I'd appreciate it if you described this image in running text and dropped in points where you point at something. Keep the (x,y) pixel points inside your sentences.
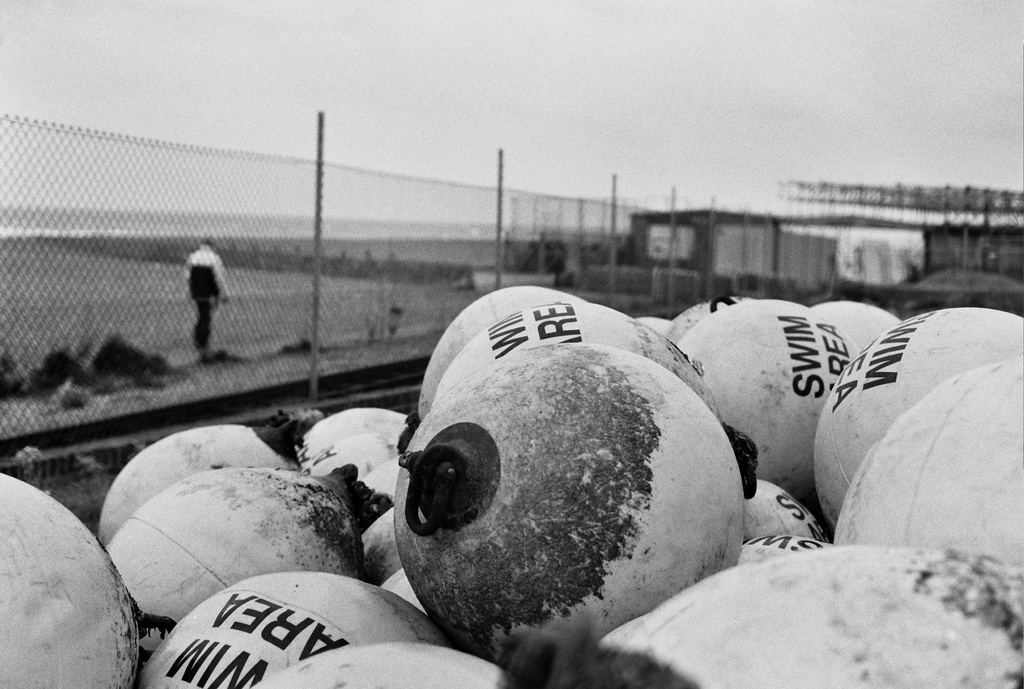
In this picture there are objects (623,502) in the foreground (607,526) and there is text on the objects (329,465). At the back (995,221) there is a person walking behind the fence (32,355) and there is a building (689,218). At the top (639,205) there is sky (543,72). At the bottom (72,472) there are plants (50,366) and there is ground (427,309).
